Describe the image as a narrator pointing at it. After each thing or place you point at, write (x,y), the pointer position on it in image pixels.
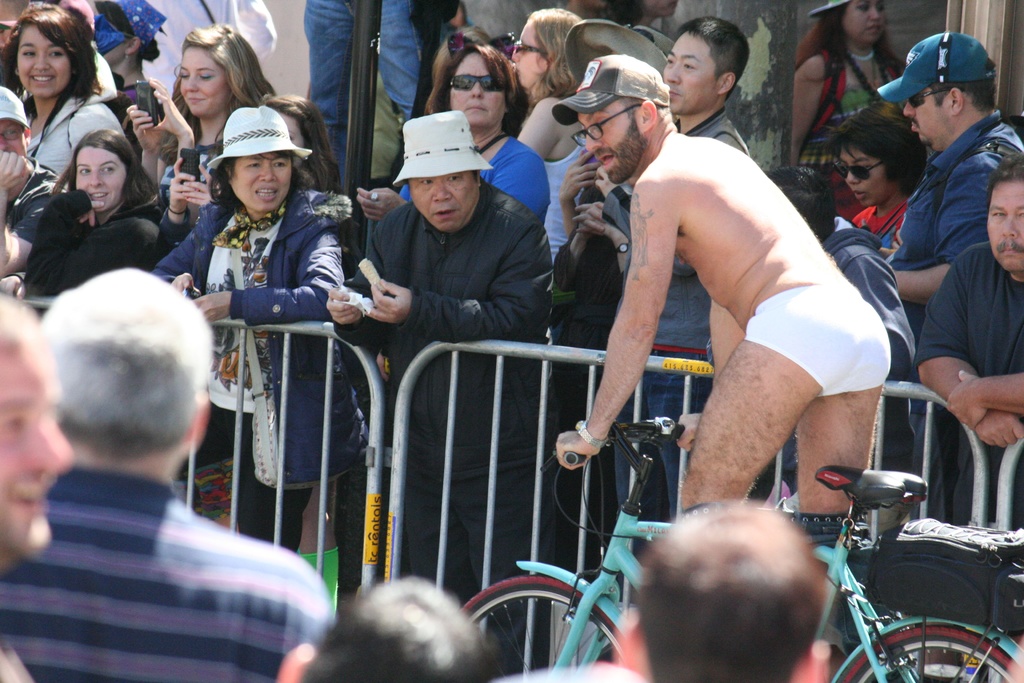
In this image we can see persons (602,332) standing on the road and one of them is riding a bicycle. In addition to this we can see poles (372,89) and grills (455,347).
